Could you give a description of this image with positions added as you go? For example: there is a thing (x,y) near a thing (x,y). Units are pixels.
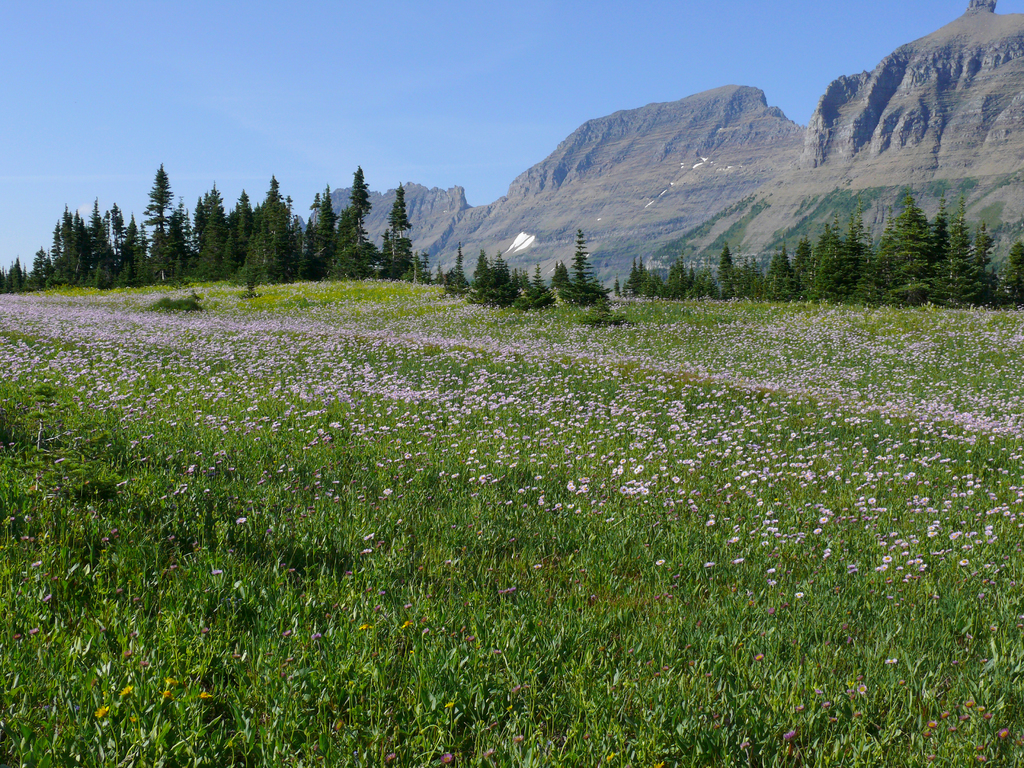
This picture is clicked outside. In the foreground (449,534) we can see the plants (517,456) and flowers (993,443). In the center (452,260) we can see the trees (921,293) and the hills (770,133). In the background (624,64) there is a sky (307,130).
